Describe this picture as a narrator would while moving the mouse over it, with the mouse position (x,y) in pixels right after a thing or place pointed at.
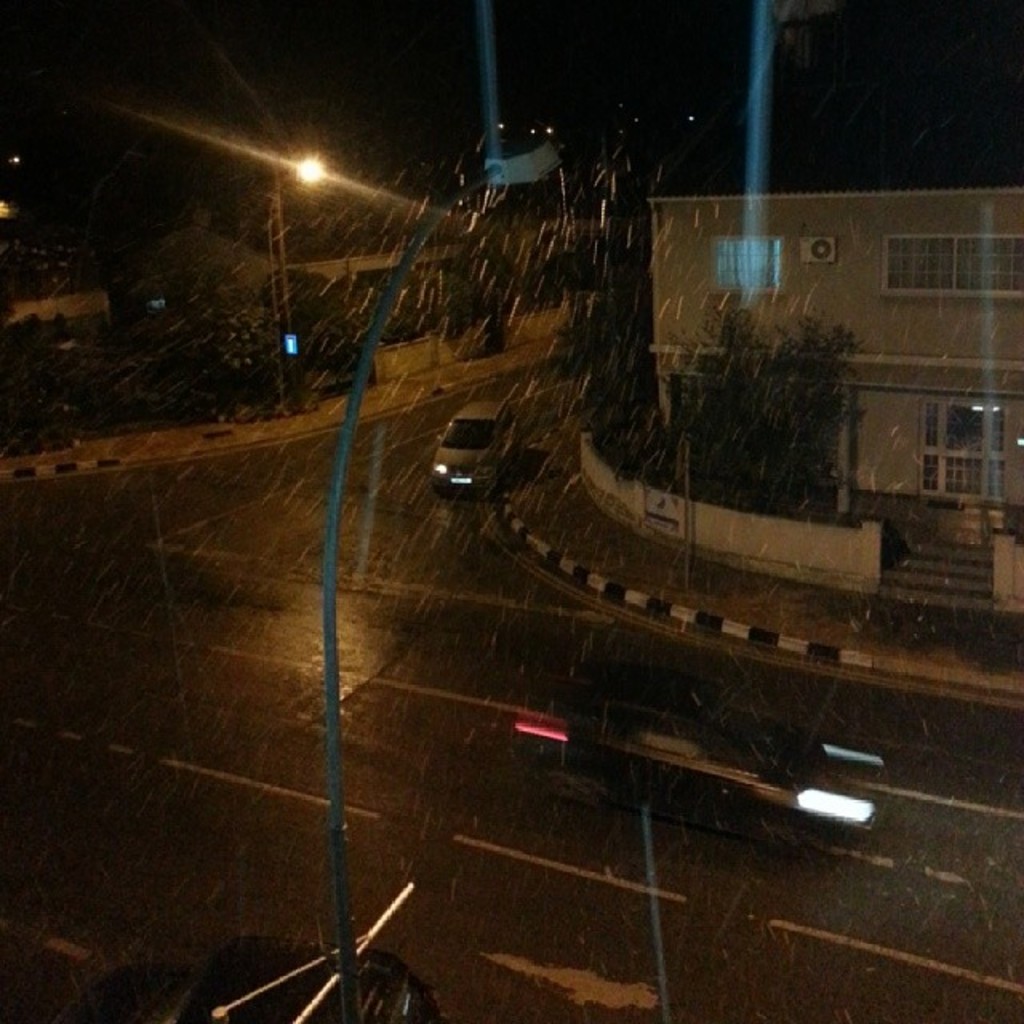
In the center of the image (365,344) there is a current pole (331,707) on the road (363,718). In the background (866,416) we can see buildings (867,218), trees (603,450), vehicles (484,412), light (300,169) and sky (342,84).
